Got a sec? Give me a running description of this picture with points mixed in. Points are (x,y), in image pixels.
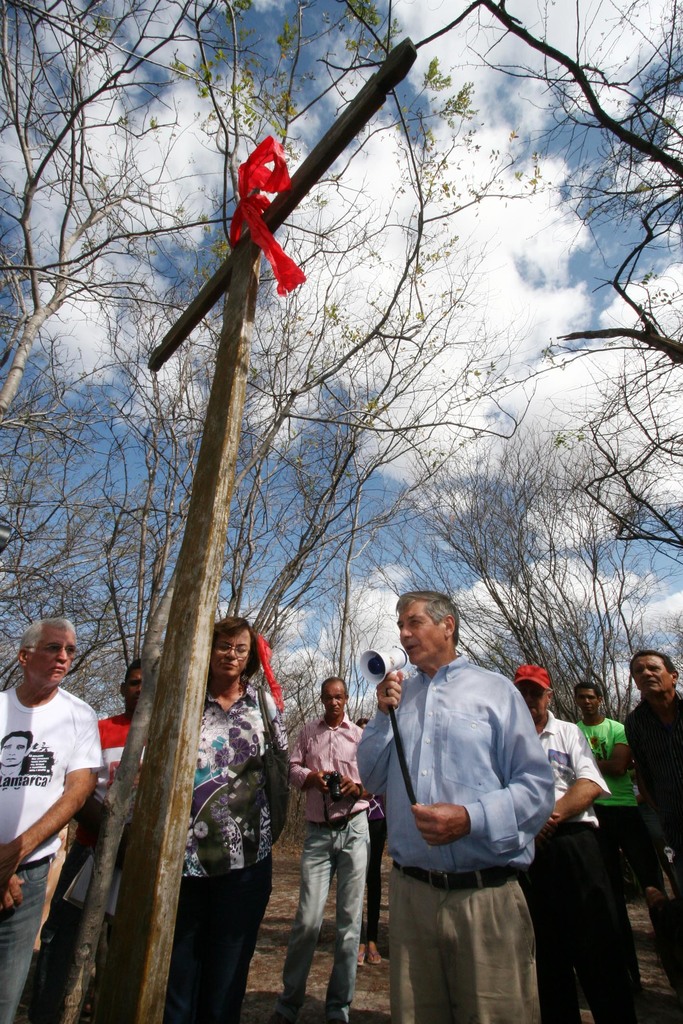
In this image, I can see a group of people (40,791) standing. Among them, I can see a person (390,695) holding a megaphone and another person (348,786) holding a camera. In front of the people (312,752), there is a cloth (271,185) to a pole (125,896). In the background (86,529), there are trees (319,499) and the sky (469,297).
